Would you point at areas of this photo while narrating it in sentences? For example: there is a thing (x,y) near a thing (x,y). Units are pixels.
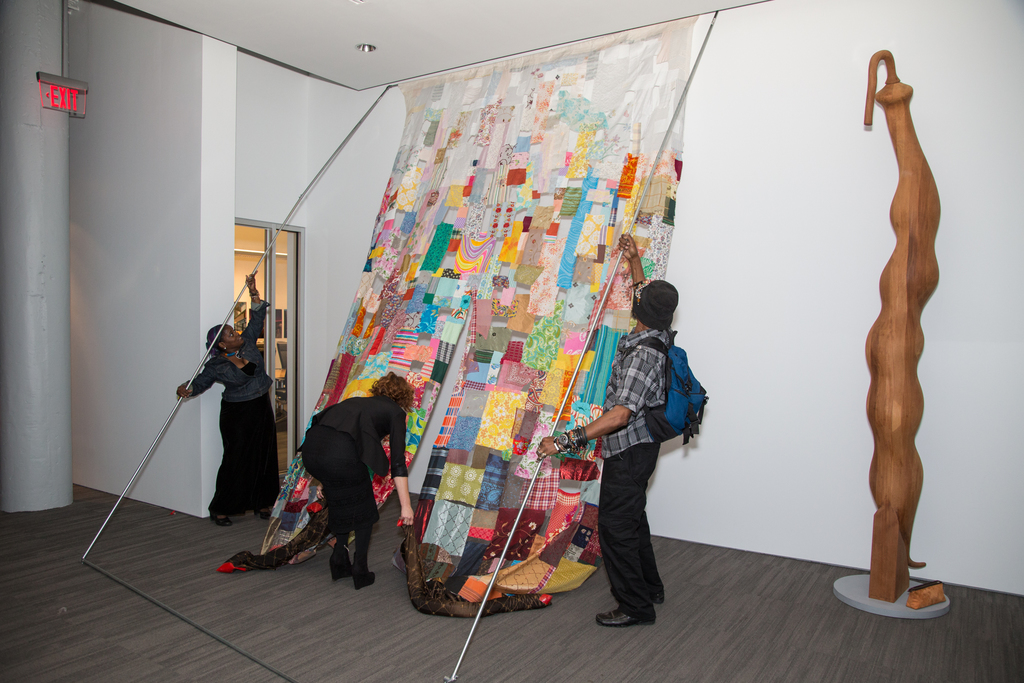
In this picture, we can see a few people (332,429) holding some objects (495,391), like poles (541,461), and cloth (548,275), we can see designed cloth (545,497), the ground (973,671), and some object (886,372) on the right side of the picture (908,191), we can see wall (73,24) with exit board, door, and the roof (391,41) with light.
